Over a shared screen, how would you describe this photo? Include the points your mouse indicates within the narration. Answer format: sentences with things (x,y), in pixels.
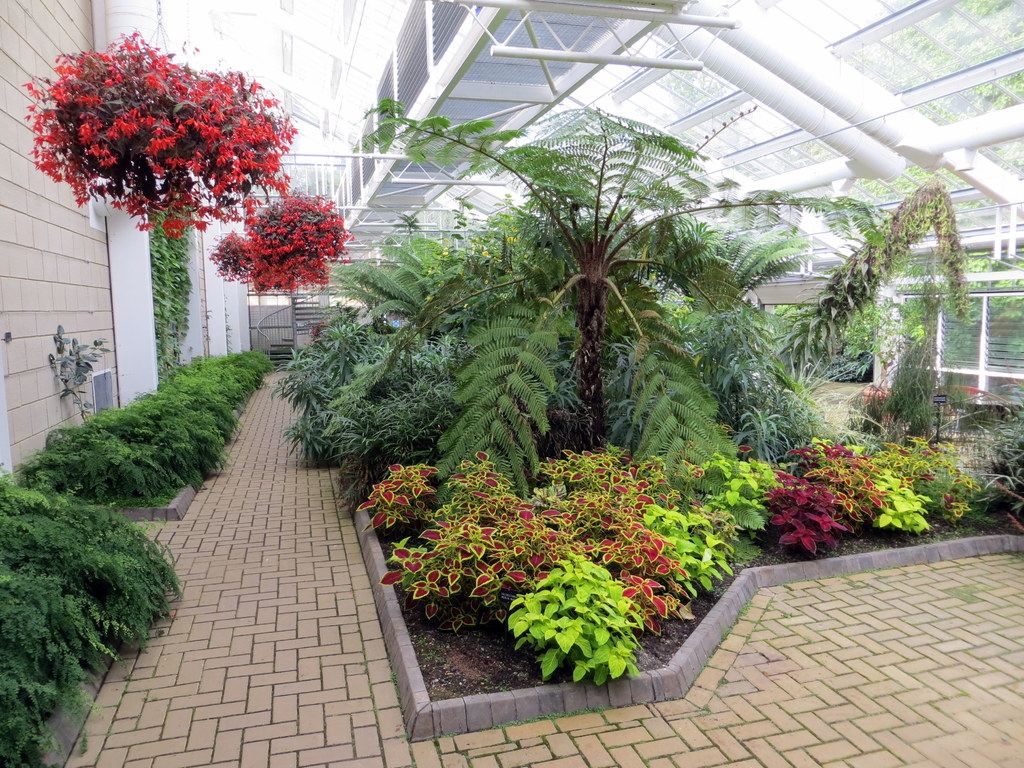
In this image I can see colorful plants (533,520). There are glass walls (1015,296) on the right (1021,320) and brick wall (23,389) on the left (50,394).
